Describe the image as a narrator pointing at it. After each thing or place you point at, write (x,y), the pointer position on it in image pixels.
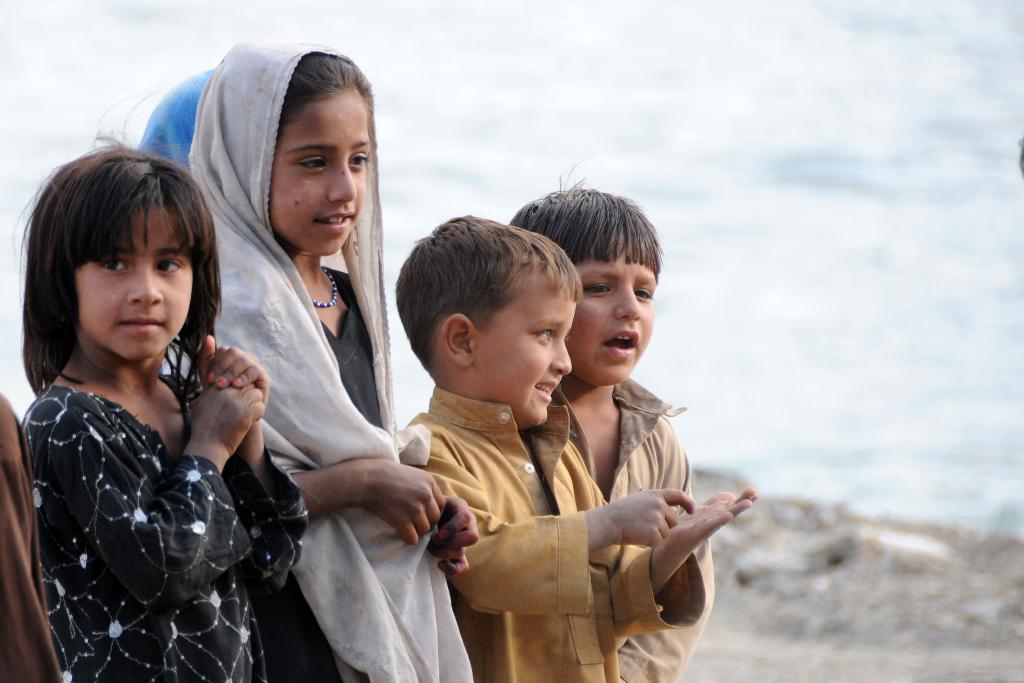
In the image there are two girls (103,417) and two boys (554,481) standing. Behind them there is water (820,414) and it is a blur image.
